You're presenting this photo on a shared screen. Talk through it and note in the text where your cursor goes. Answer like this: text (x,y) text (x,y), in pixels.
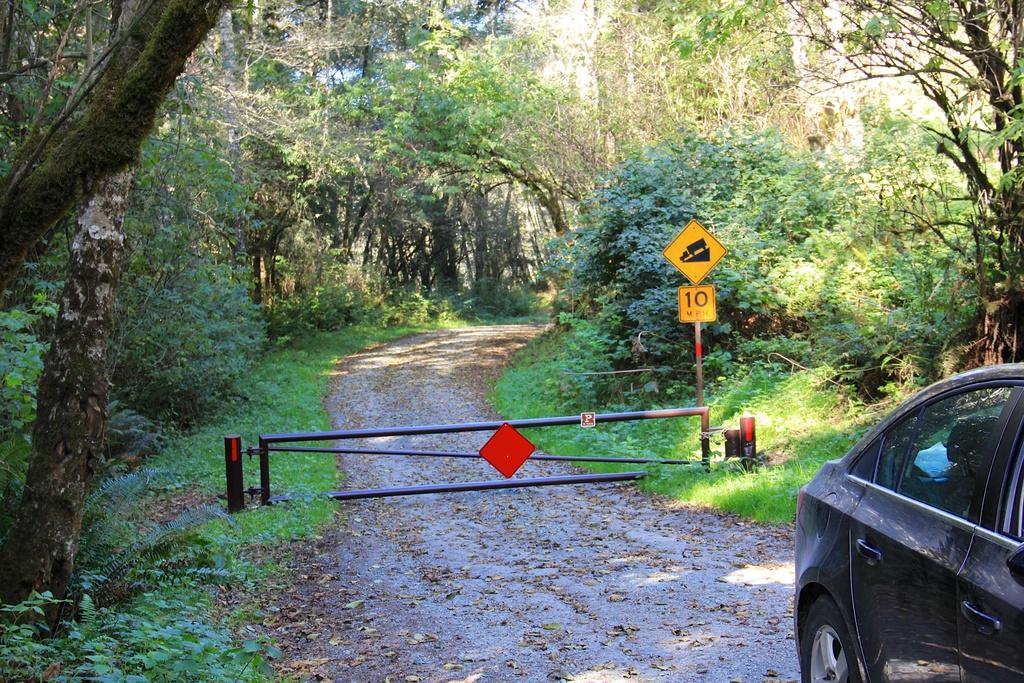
In this image there is a vehicle (903,541) on the path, there is like a gate (700,409) and few sign boards (697,233). On the left (268,165) and right side of the image (774,184) there are trees (15,237).
